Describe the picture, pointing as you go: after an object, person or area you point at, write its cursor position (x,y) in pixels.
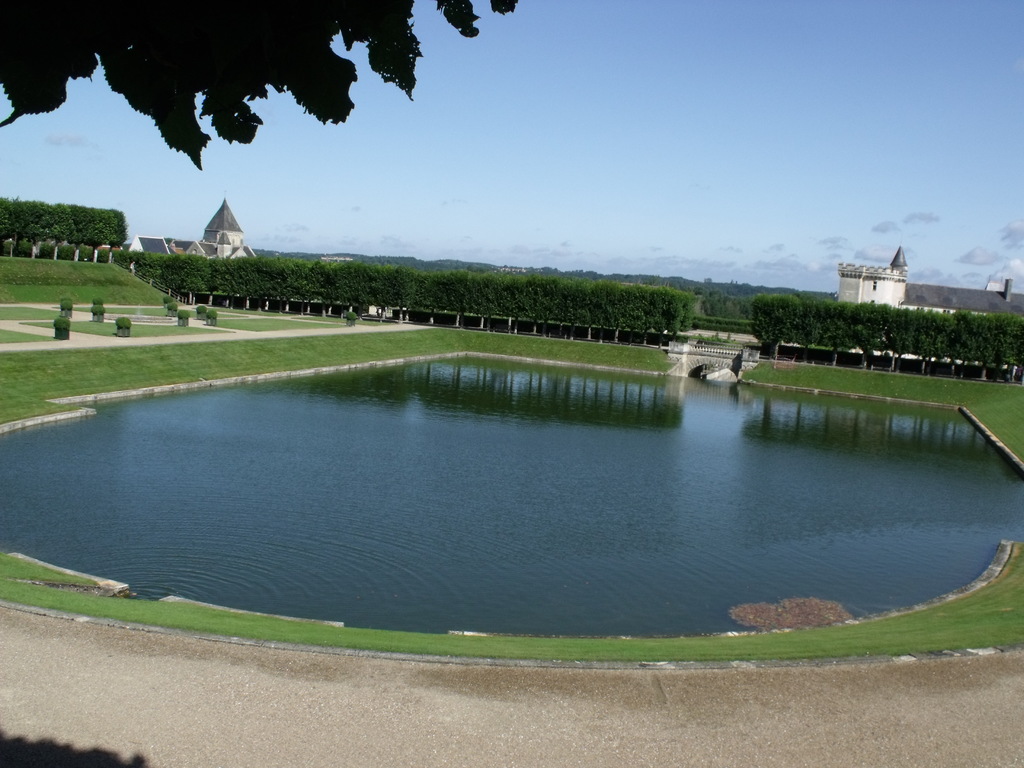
In this image there is a garden (139,349) in middle (485,456) there is a pond (443,464), in the background (408,203) there is a blue sky (626,183).
